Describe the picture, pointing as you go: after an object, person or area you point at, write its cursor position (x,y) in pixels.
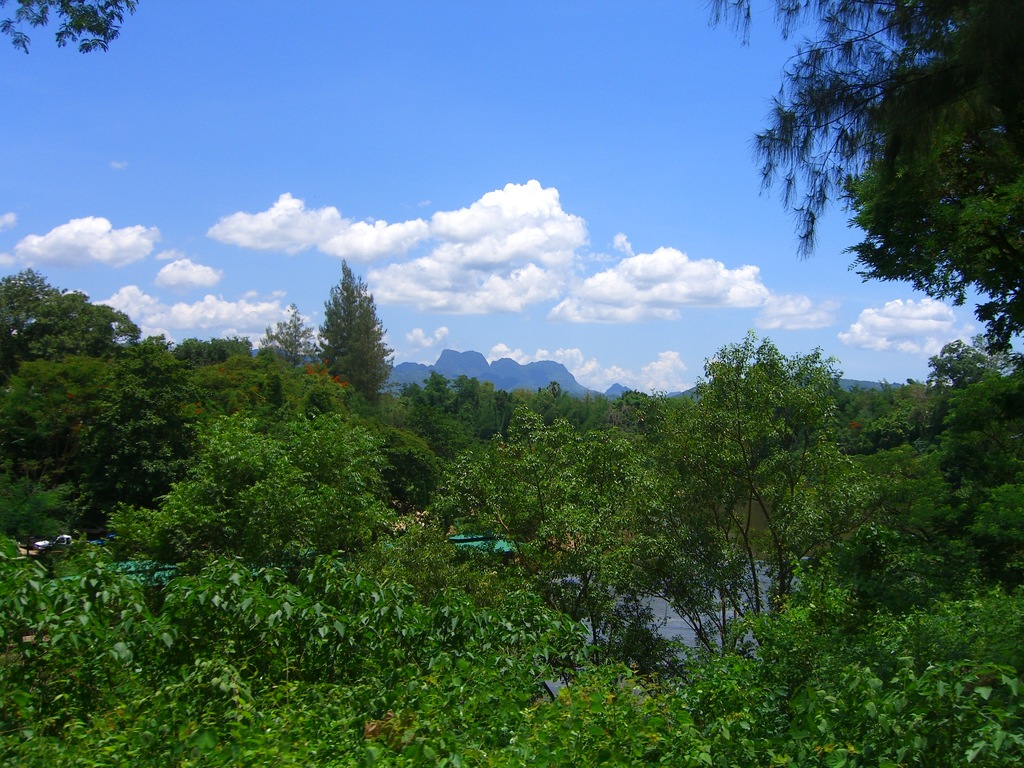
This picture shows a bunch of trees (999,396) and we see a blue cloudy sky (526,294) and we see a vehicle (55,546) moving.
